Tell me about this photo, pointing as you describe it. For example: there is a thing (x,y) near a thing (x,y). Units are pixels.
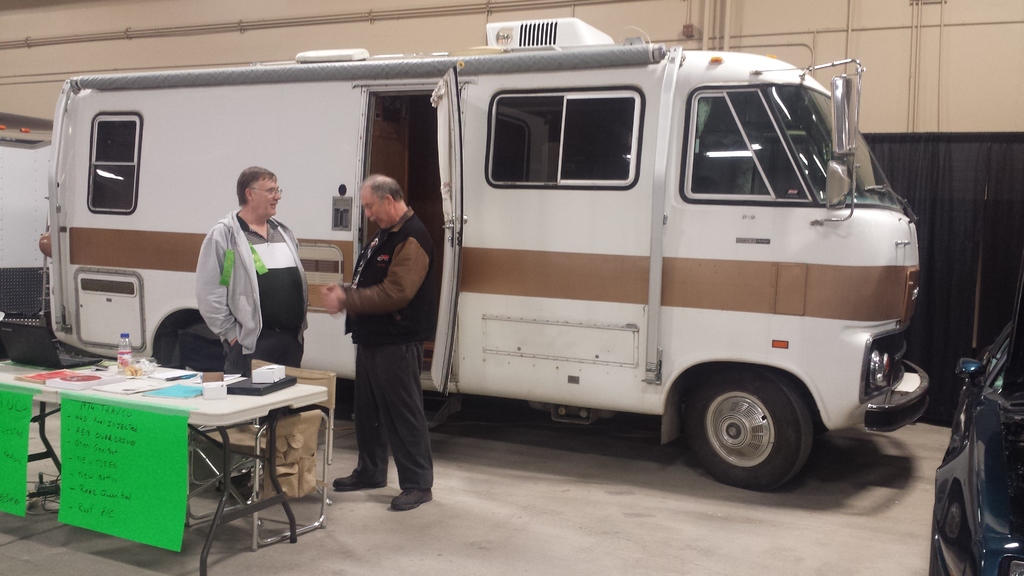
This image is clicked in auditorium (572,398) where there is a vehicle (747,435) in the middle (348,214) that vehicle (660,328) is white in color and it has Windows (600,144) and door (454,126), Mirrors (855,132), wheels (693,401) and there are two people (365,269) who are standing in front of that vehicle (695,375) one is wearing black color dress (417,425) and one is wearing grey color jacket (240,326). In front of them on the left side (252,415) there is a table (244,401) which has bottle (129,346) books (157,381) and charts (112,437) attached to them. There are chairs (286,451) here, there is a curtain (932,234) on the back side (967,204) on right side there are pipes (357,14) on the top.
